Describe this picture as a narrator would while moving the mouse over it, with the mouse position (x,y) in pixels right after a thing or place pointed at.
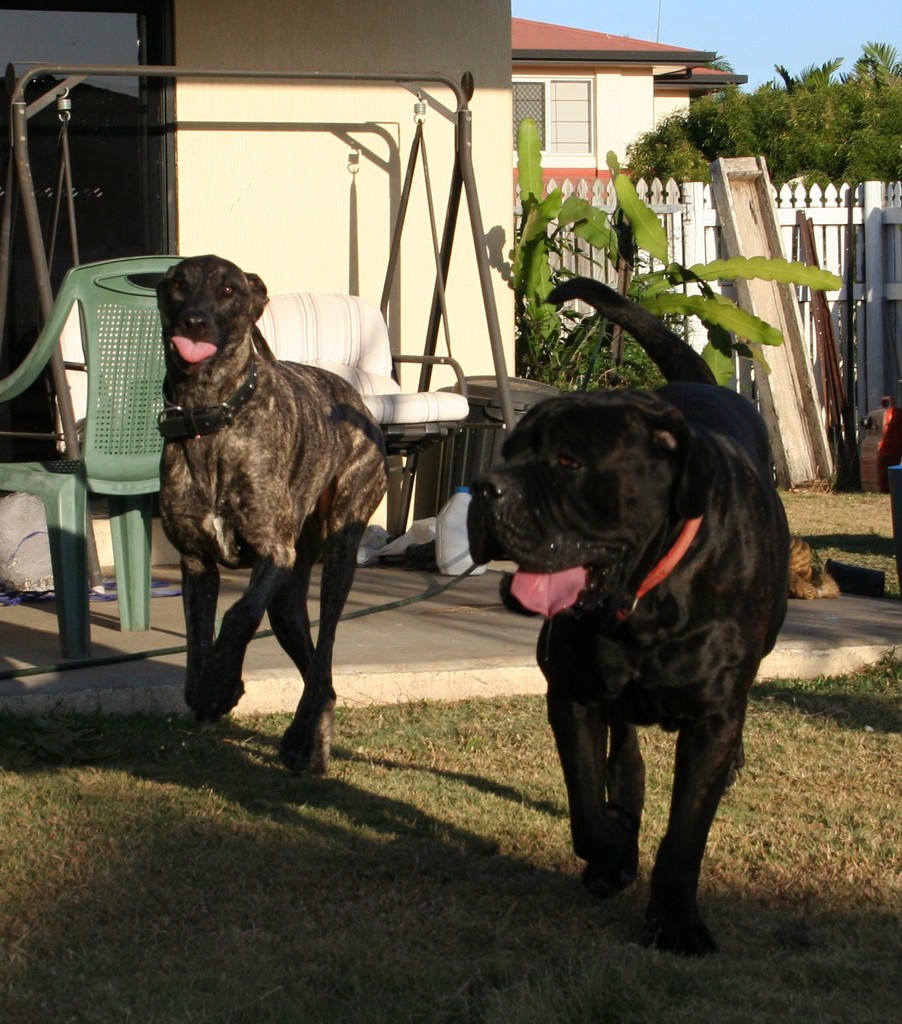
In this image in the front (238,453) there are dogs (299,521). In the background (359,373) there are empty chairs (153,405), there are plants (640,303), there is a fence (681,205) which is white in colour and there are buildings (616,102) and there are trees (785,124). In the front (369,921) on the ground (379,900) there is grass (387,898).
